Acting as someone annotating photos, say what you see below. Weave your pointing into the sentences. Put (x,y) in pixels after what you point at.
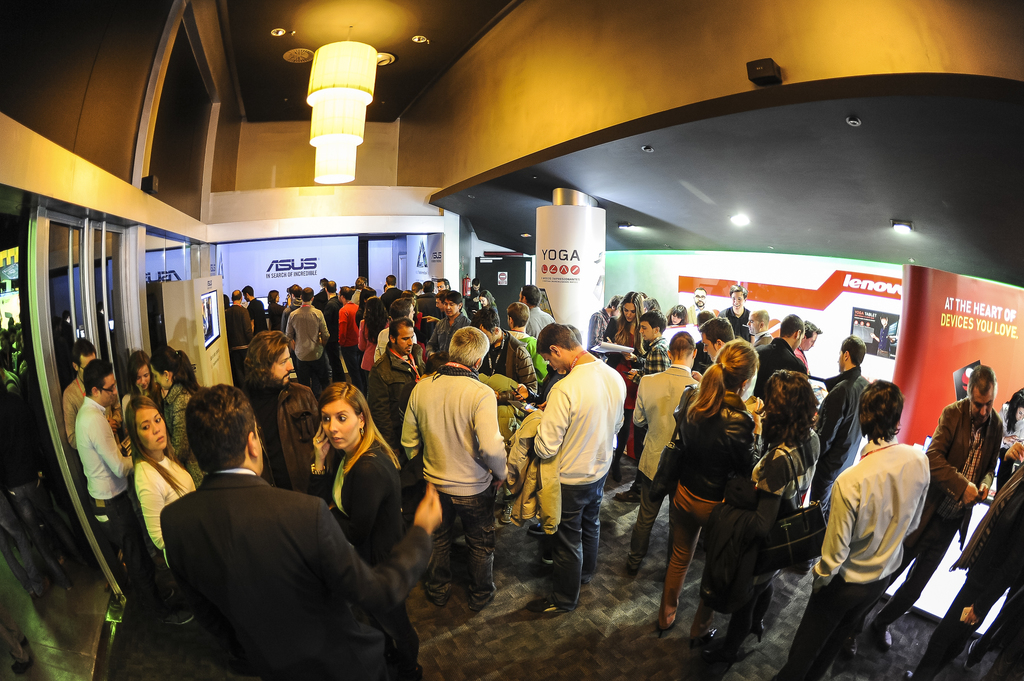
This image is taken indoors. At the bottom of the image (523,616) there is a floor (582,628). At the top of the image there is a roof (355,28) and there is a chandelier (331,62). In the middle of the image (402,289) many people (364,378) are standing on the floor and a few are holding objects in their hands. In the background (295,254) there is a board (312,256) with a text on it. There is a wall (356,194). There is a pillar (582,257). On the left side of the image (48,356) there are a few glass doors (61,349) and there is a wall (106,126). There is a board (207,341). On the right side of the image (855,280) there are two boards (695,277) with text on them and there is a banner (951,334) with a text (948,323) on it.
